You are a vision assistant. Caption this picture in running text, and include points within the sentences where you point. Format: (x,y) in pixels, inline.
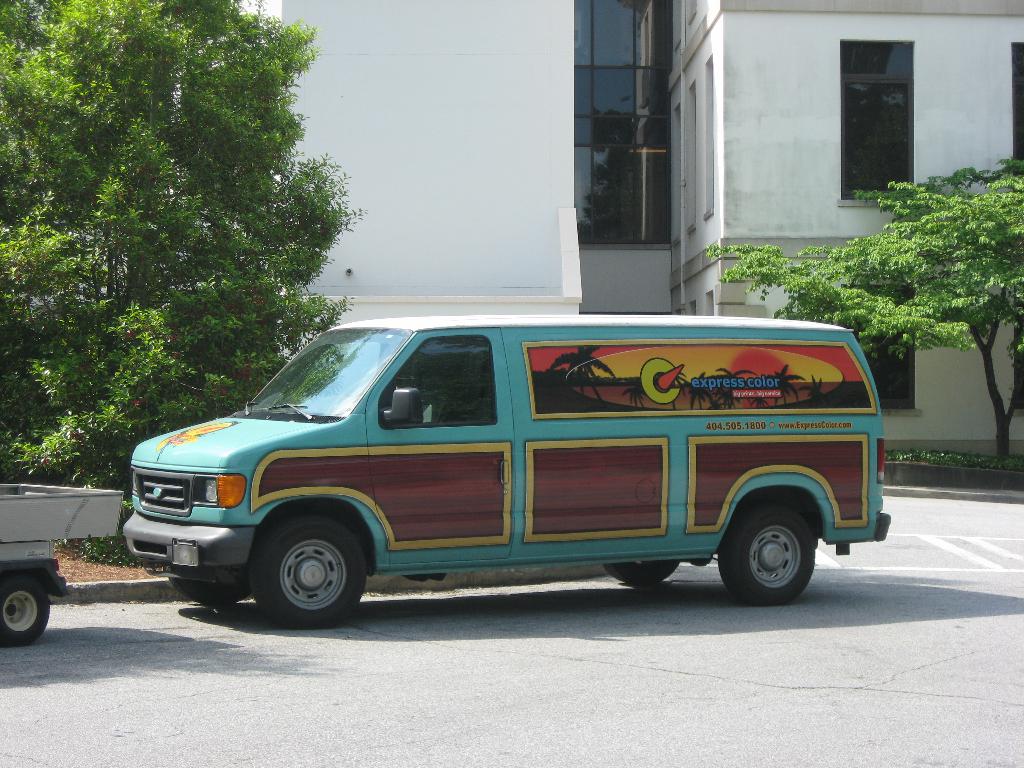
In this picture we can see vehicles (607,410) on the road (651,649), trees (88,191) and in the background (967,79) we can see a building (575,237) with windows (893,134).
